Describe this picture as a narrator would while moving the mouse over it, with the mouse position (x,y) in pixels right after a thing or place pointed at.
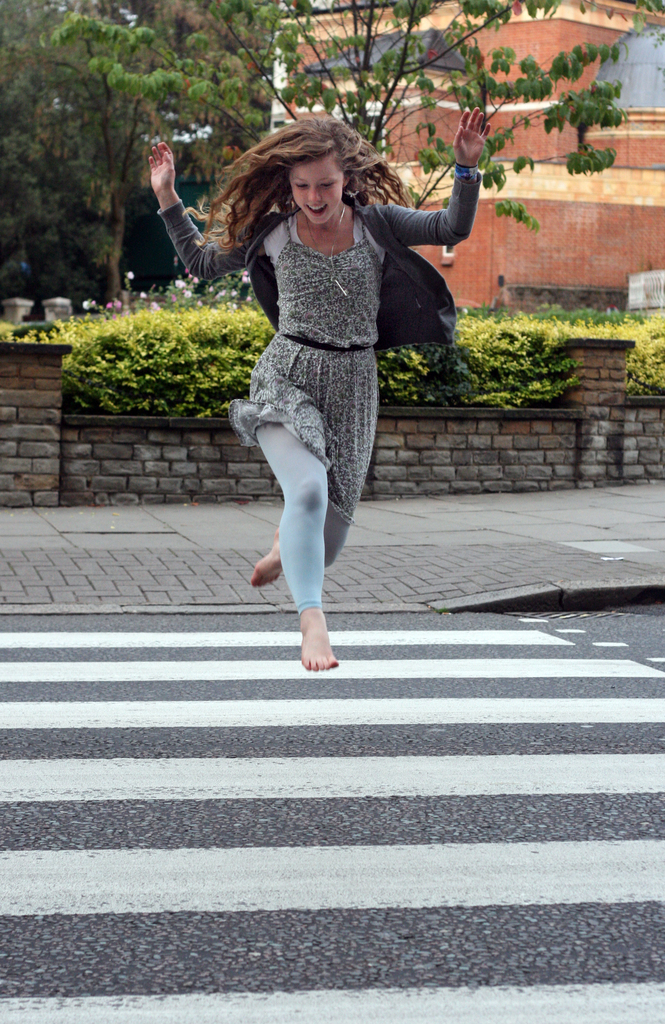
Here a woman (342,530) is jumping on the road (525,809), here there are trees (172,110), here there is a building (552,199).
